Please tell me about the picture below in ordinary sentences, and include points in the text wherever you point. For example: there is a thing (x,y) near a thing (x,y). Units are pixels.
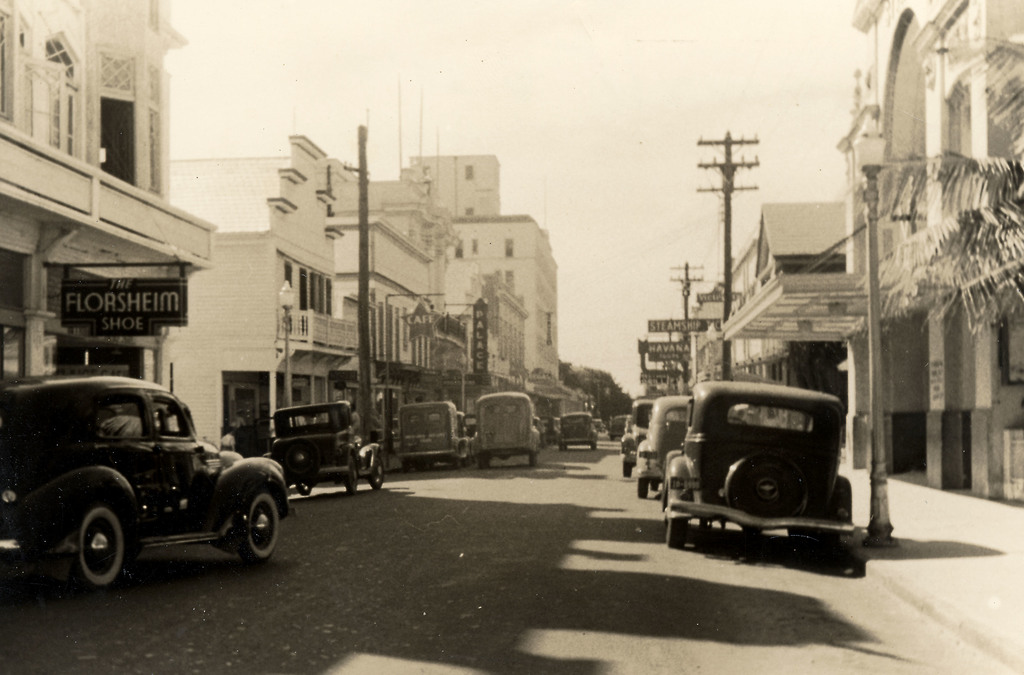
In this image in the middle (554,387), there are cars (528,445), buildings (501,388), trees (1020,186), electric poles (367,430), signboards (143,293), text (143,307), road (542,505) and sky (622,121).
